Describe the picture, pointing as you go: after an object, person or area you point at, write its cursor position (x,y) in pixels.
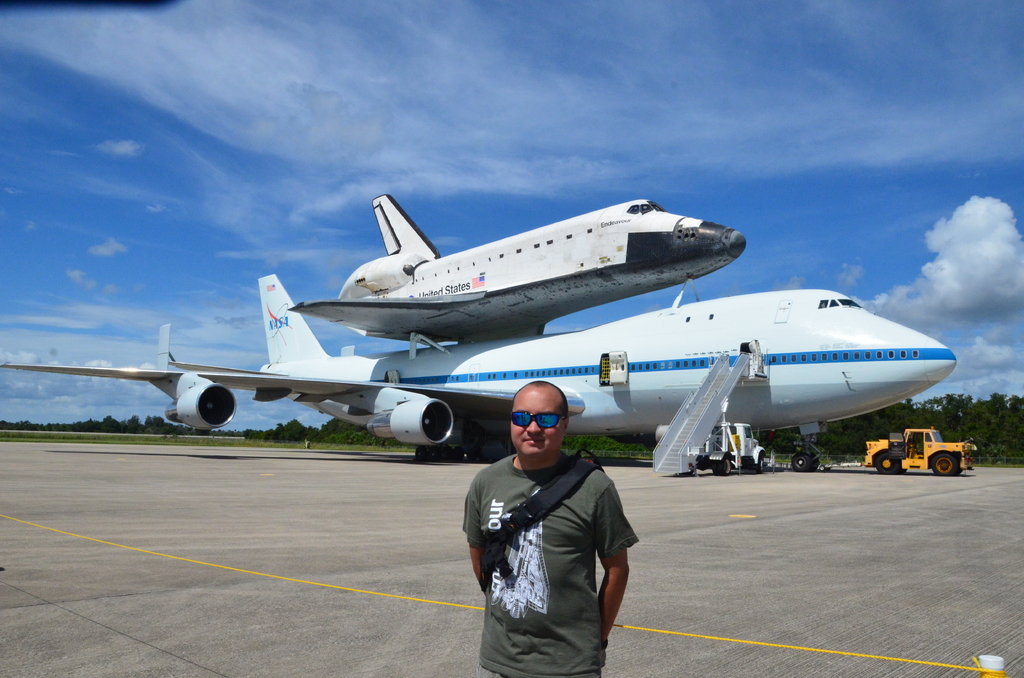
This image is taken outdoors. At the top of the image (181,108) there is the sky (646,108) with clouds (931,317). In the background (147,418) there are a few trees (326,431) and plants (891,424) on the ground (82,440). There is a ground (145,440) with grass (341,447) on it. On the right side of the image (940,446) a vehicle (950,467) is parked on the runway (997,596). In the middle of the image (469,345) there is an airplane (509,407) and there is a jet airplane (459,274). There are few stairs (701,438) and there is a vehicle (737,465) parked on the runway (749,494). A man (506,633) is standing.
